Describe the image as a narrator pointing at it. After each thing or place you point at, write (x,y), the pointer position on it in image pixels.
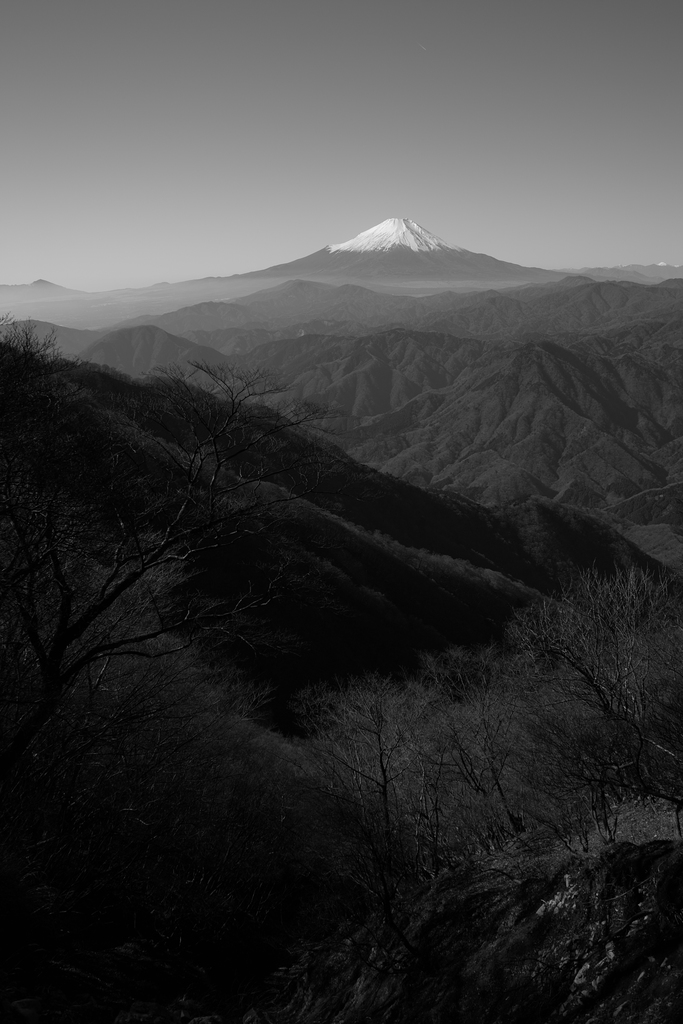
This is a black and white image. In this image we can see trees (343,698), hills (370,371) and sky (325,94).
